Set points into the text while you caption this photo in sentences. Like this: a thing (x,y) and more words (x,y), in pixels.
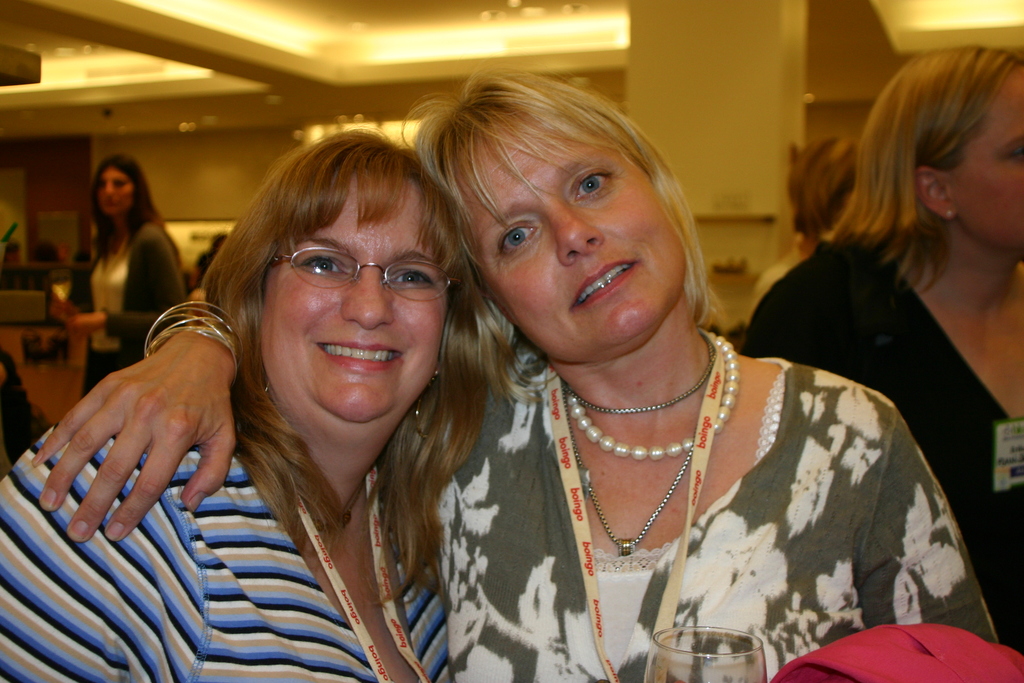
In the image we can see two women (476,341) wearing clothes (535,535), identity card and they are smiling. The right side woman (594,507) is wearing neck chain (650,408) and bangles (217,334) and the left side woman (265,353) is wearing spectacles (350,280). Behind them there are other people (127,217) and the background (715,123) is blurred.
